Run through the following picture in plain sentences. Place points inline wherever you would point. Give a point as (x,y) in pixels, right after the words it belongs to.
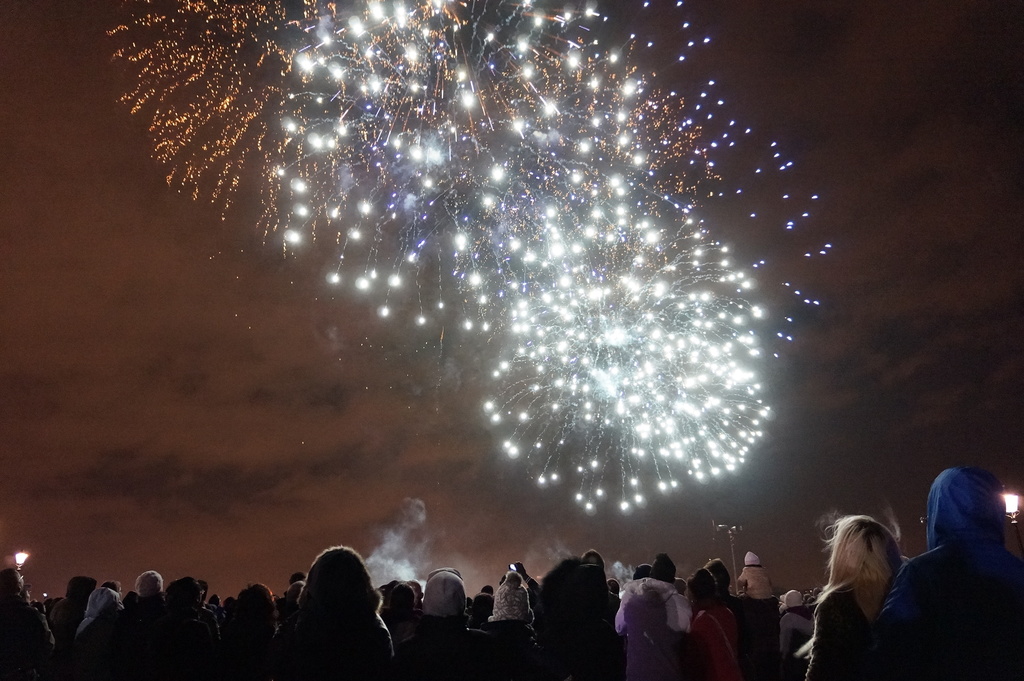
At the bottom of the image (325,595) we can see people (706,587) standing. There are poles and lights (1004,495). In the background (489,352) we can see fireworks (483,309) in the sky (449,250).
